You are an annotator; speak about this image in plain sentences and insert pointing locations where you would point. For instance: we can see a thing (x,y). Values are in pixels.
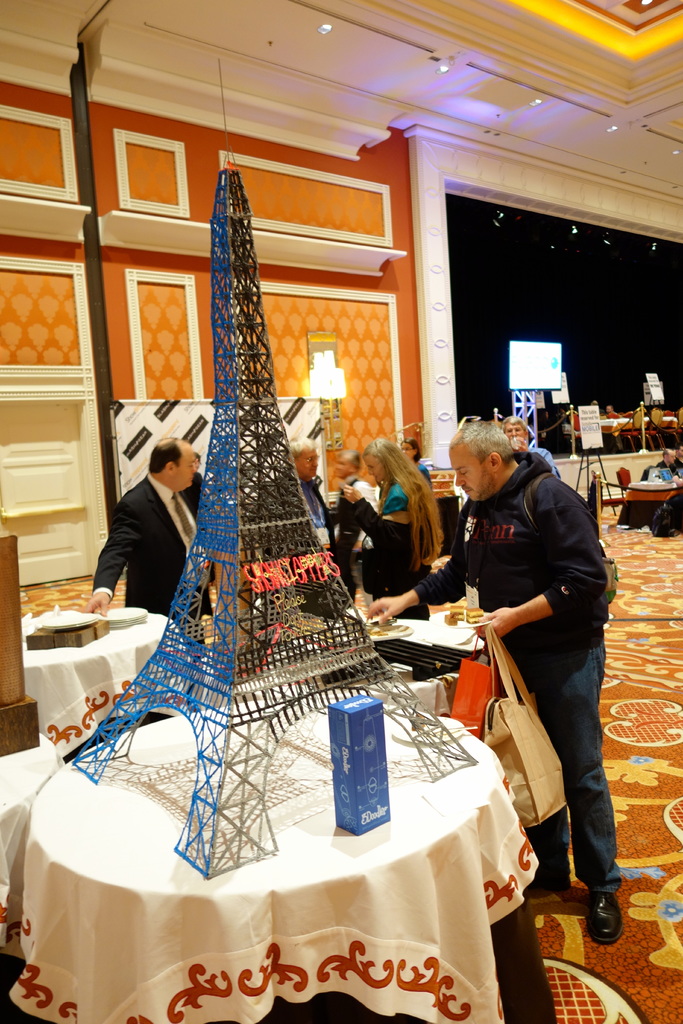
There are few persons (597,893). Here we can see tables (316,794), cloths (347,893), boxes (354,764), and a tower (309,513). This is floor (666,764). In the background (230,91) we can see a wall (208,345), screen (512,365), boards (564,390), chairs (676,413), and lights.
